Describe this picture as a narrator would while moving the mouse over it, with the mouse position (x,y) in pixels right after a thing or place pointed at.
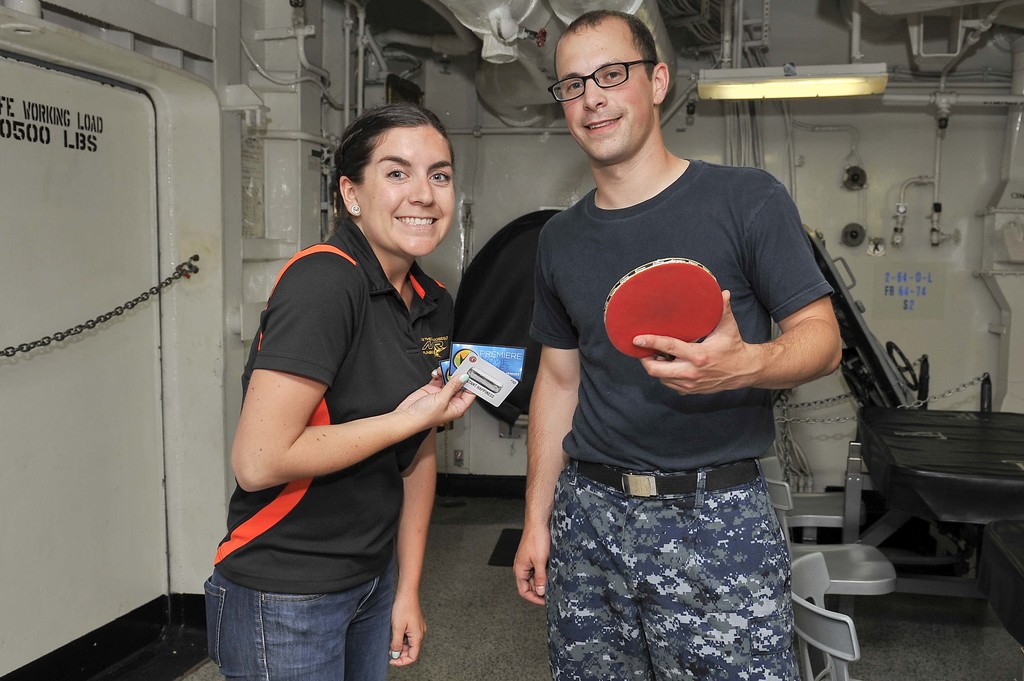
Here there is a woman (418,383) and a man (736,465). And he is holding table tennis (671,319) in his hand (676,361).
